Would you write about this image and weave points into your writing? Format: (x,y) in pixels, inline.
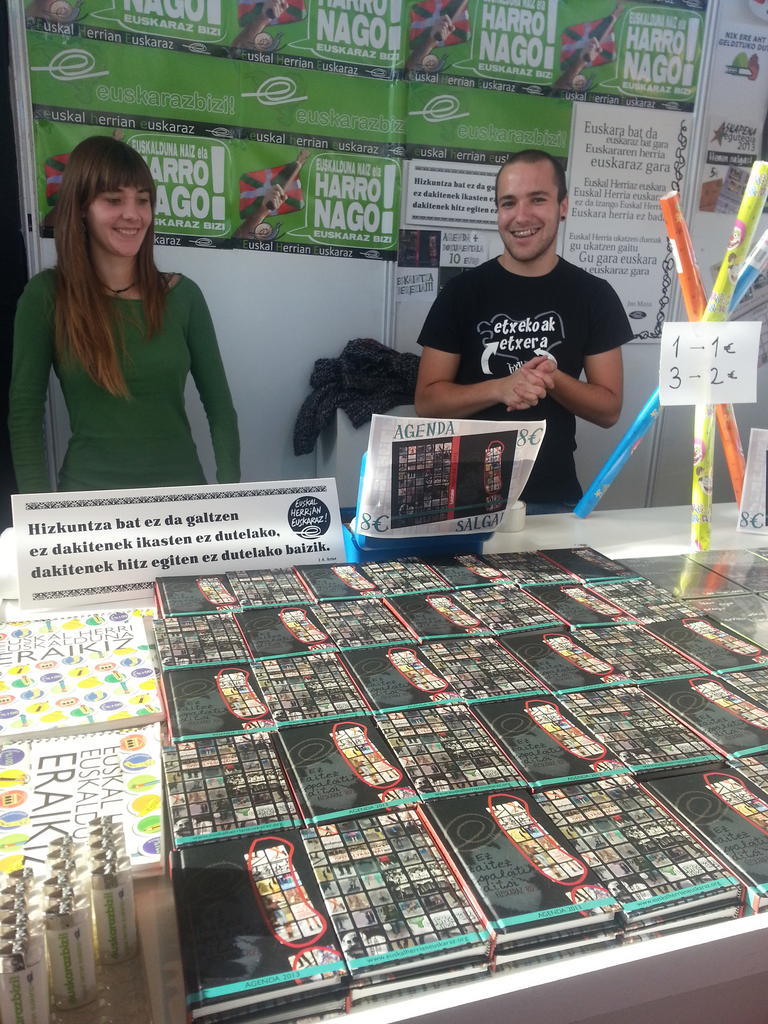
In this image I can see two people (524,356) are standing in front of the table (594,518) on which I can see some books (363,599), boards (158,535) and thing (592,502) are placed, behind I can see some banners (237,185).
